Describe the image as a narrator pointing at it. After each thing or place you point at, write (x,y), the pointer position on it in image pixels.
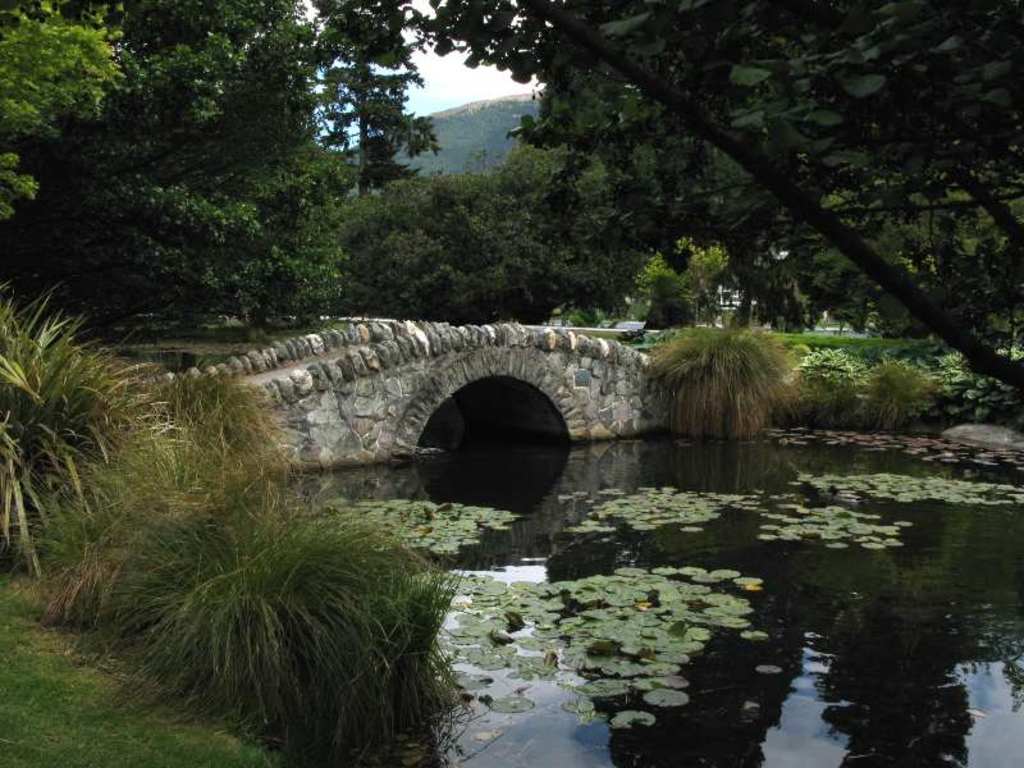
This picture shows few trees (546,117) and we see a foot over bridge (523,379) and water (945,577) and we see a cloudy sky (422,68).
